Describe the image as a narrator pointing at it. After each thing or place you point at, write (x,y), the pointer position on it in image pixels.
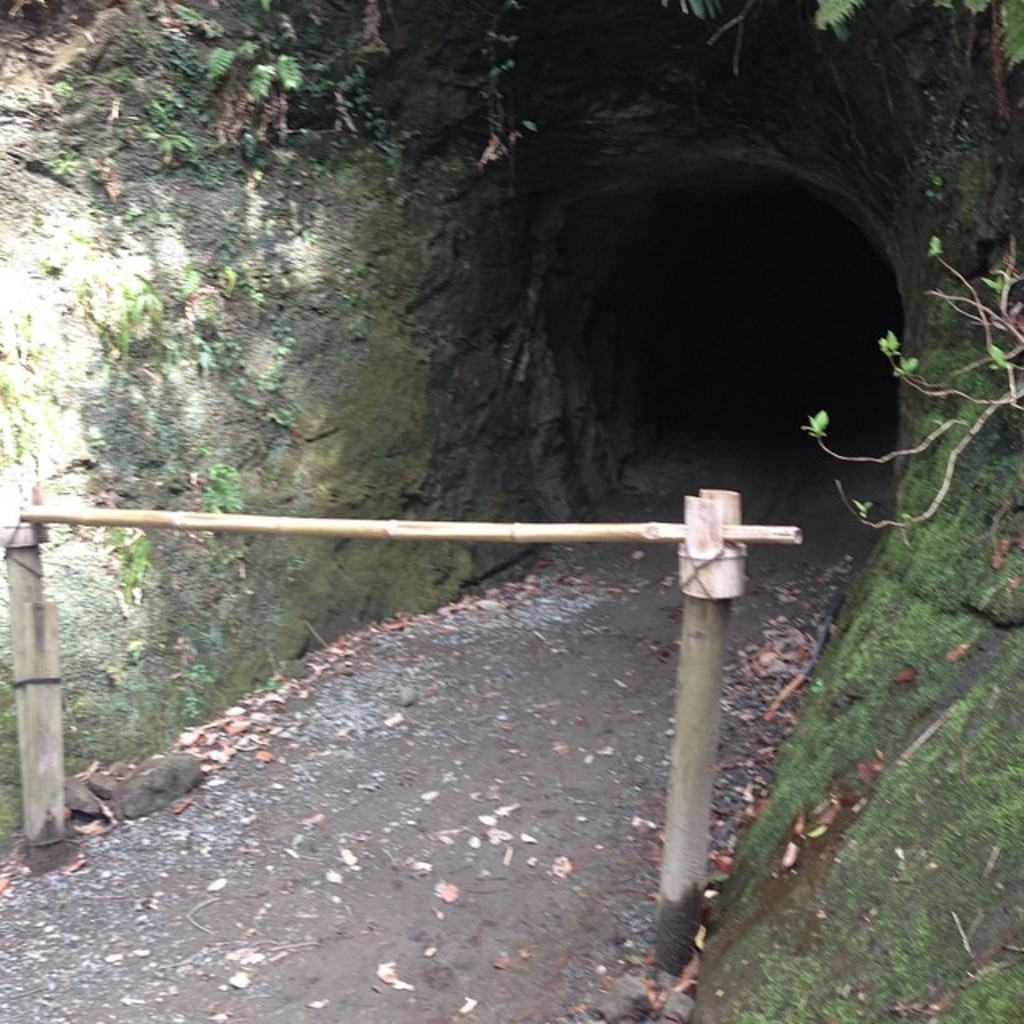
In this image, I can see a wooden stick (67,518), which is placed on two poles (682,685). There are plants (237,104) and a cave (571,288).
